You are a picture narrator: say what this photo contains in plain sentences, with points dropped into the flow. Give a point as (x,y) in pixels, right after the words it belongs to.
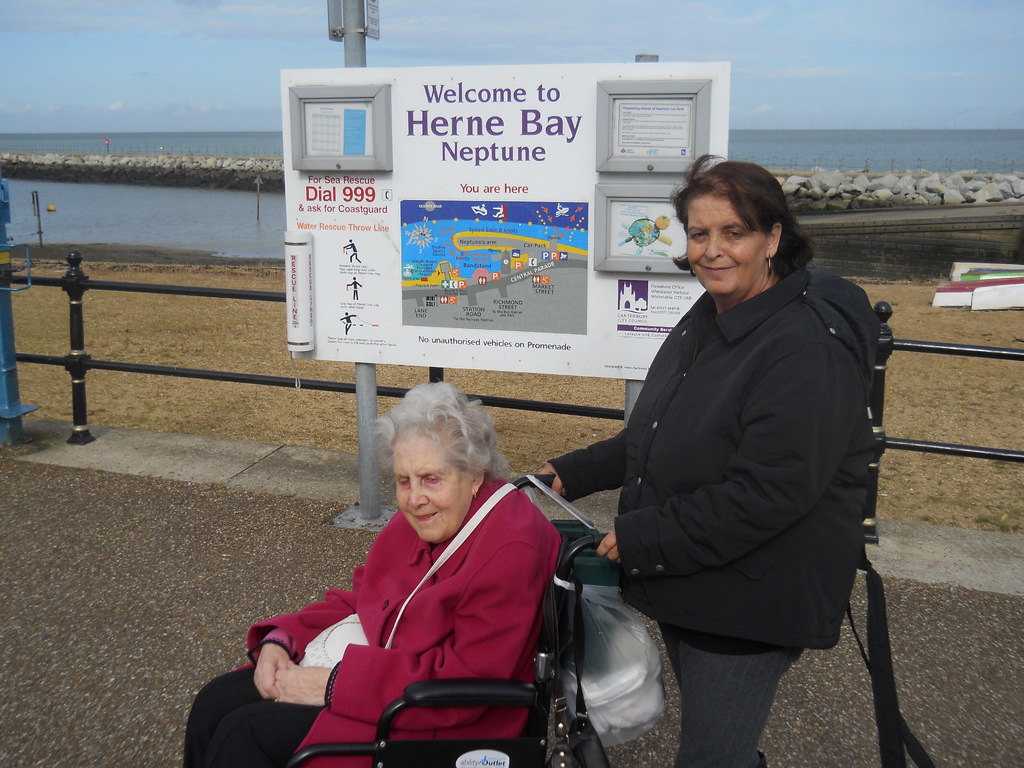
In this picture, we see the old woman (400,618) in the red jacket (338,618) is sitting on the wheelchair (441,689). Behind that, we see the woman (666,497) in black jacket (675,442) is standing and she is smiling. Behind her, we see a board (405,227) in white color with some text (359,270) written on it. Behind that, we see a pole (368,362) and a railing (83,336). In the background (142,209), we see stones (168,179) and water (278,203). This water (197,149) might be in the sea (122,198). At the bottom (159,680), we see the road (95,547) and at the top (274,46), we see the sky (157,50).
